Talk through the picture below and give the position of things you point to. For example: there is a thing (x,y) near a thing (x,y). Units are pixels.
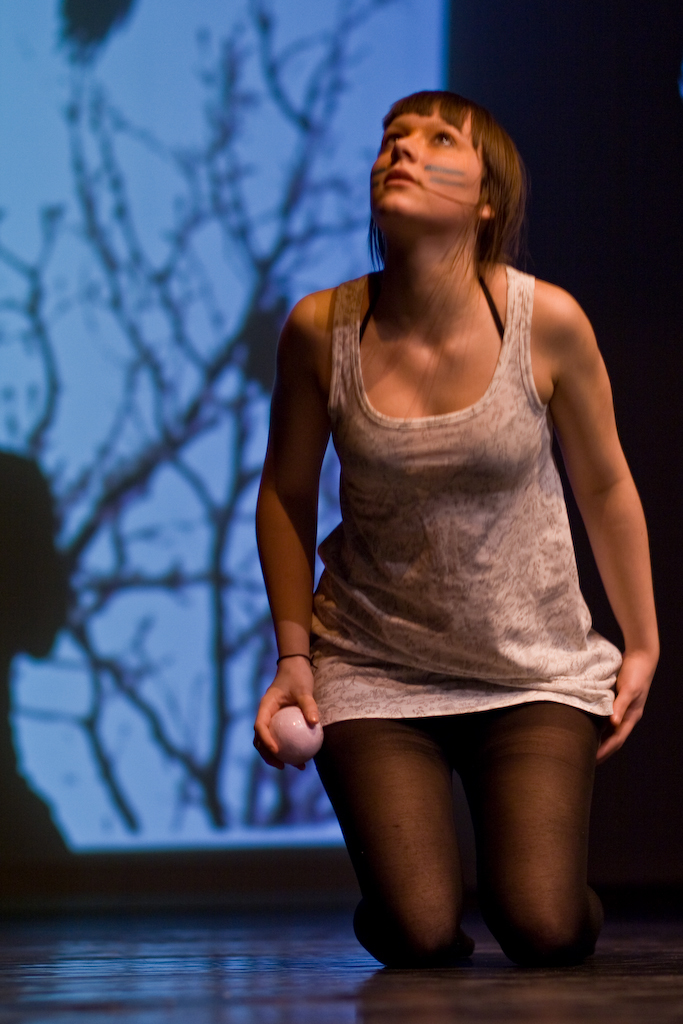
In this picture we can see a woman (481,719), she is holding a ball (284,735), at the bottom (260,930) we can see floor (237,985).
